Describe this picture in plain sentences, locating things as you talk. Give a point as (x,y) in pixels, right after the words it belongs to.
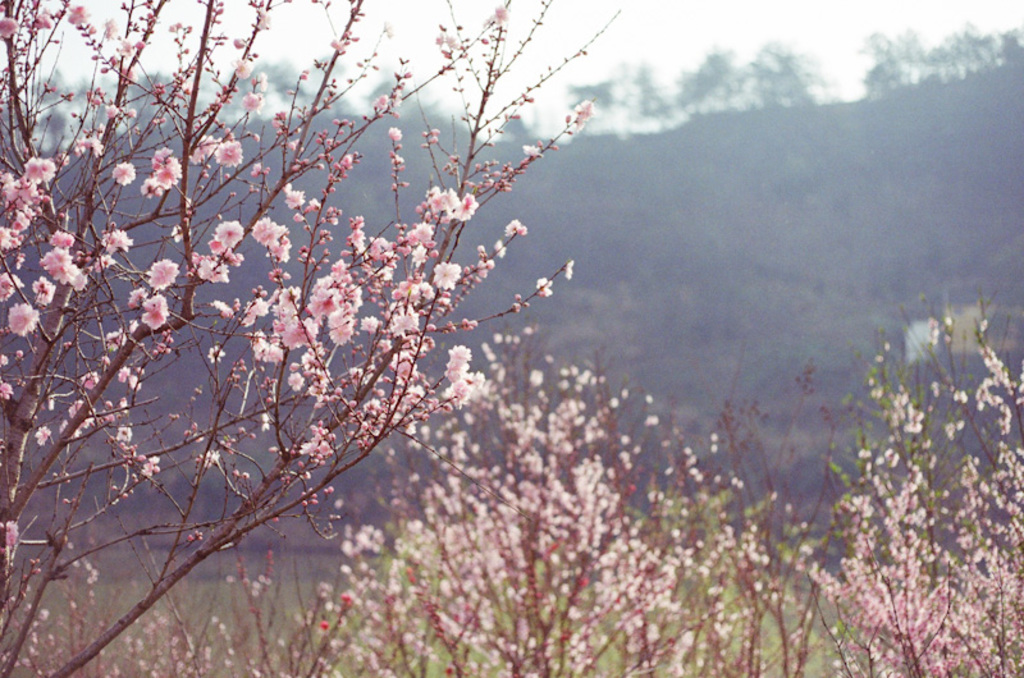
In this image we can see some flowers (409,568) which are of pink color and at the background of the image (655,119) there are some trees (661,104) and clear sky (616,73).
